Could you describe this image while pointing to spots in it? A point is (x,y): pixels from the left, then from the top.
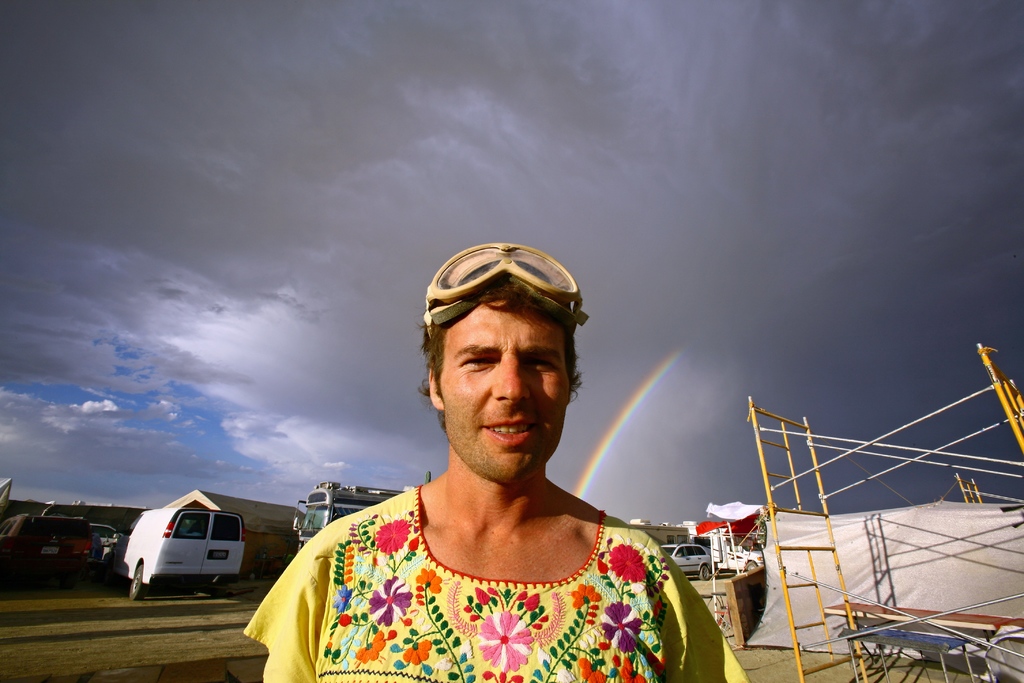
In this image I can see person (508,559) in the foreground (364,618) and back side of them I can see vehicles (720,548), stand (974,607), table (1008,625), a cloth (837,518), tents (1007,537) visible on the right side (972,421), at the top (472,190) I can see the sky (377,190).
